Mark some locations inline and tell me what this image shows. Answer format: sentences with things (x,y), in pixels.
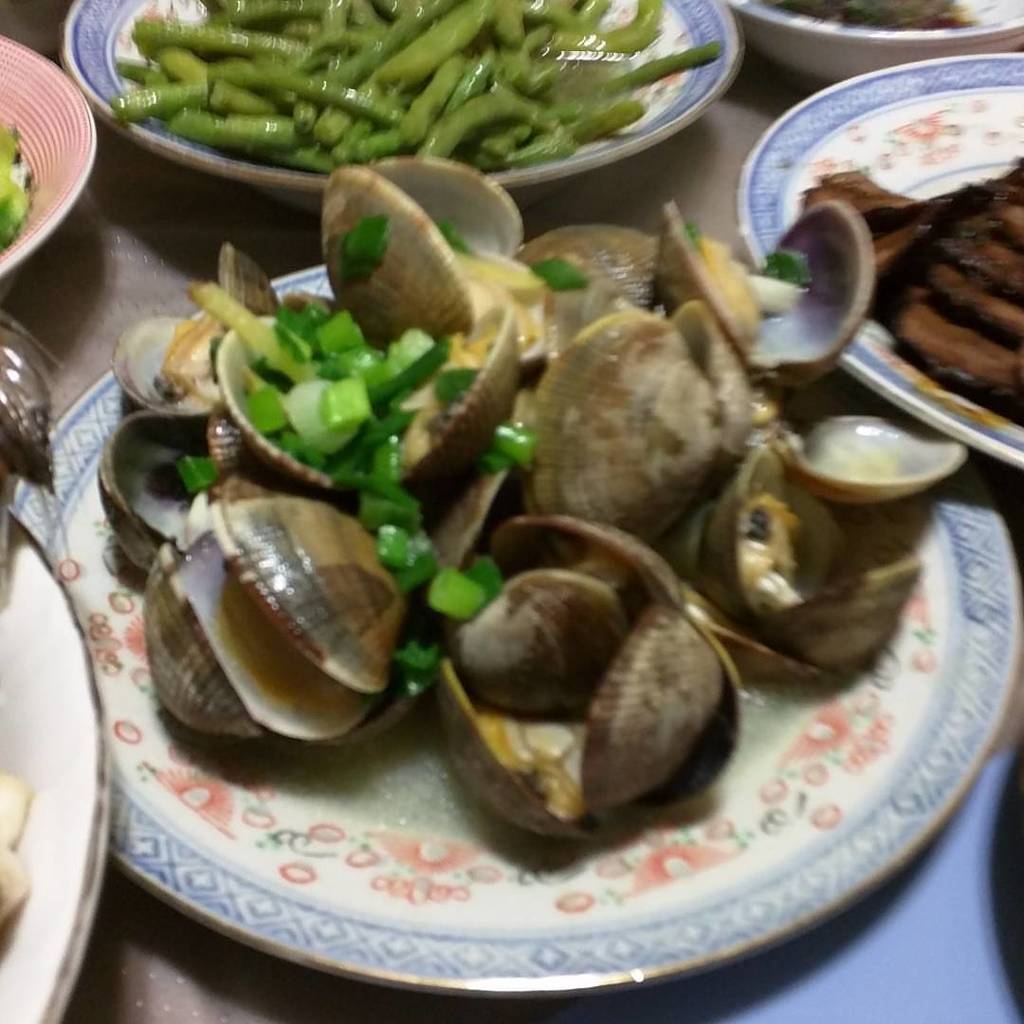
Here in this picture we can see a table (22,271), on which we can see number of sea food items (394,636) and other vegetable items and meat items (945,306) present on plates (36,649).
